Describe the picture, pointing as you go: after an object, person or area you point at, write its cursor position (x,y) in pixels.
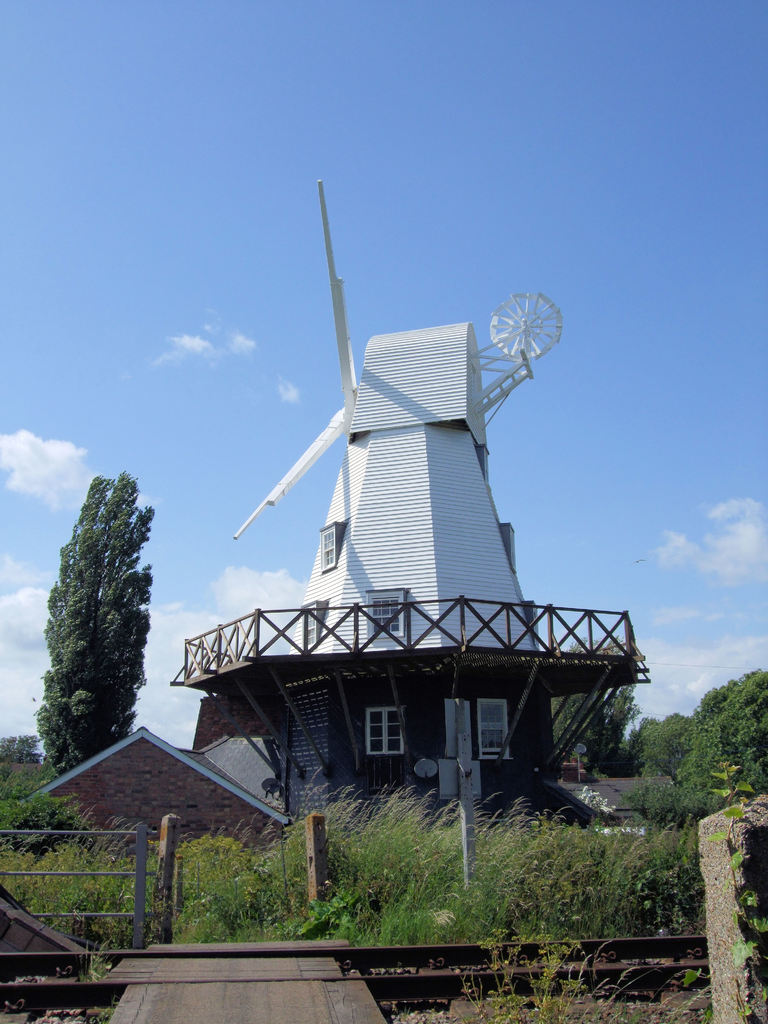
In this image there is a track (557,970), in the background (449,870) there is grass (572,883), turbine (344,513), trees (728,729) and the sky (544,141).
